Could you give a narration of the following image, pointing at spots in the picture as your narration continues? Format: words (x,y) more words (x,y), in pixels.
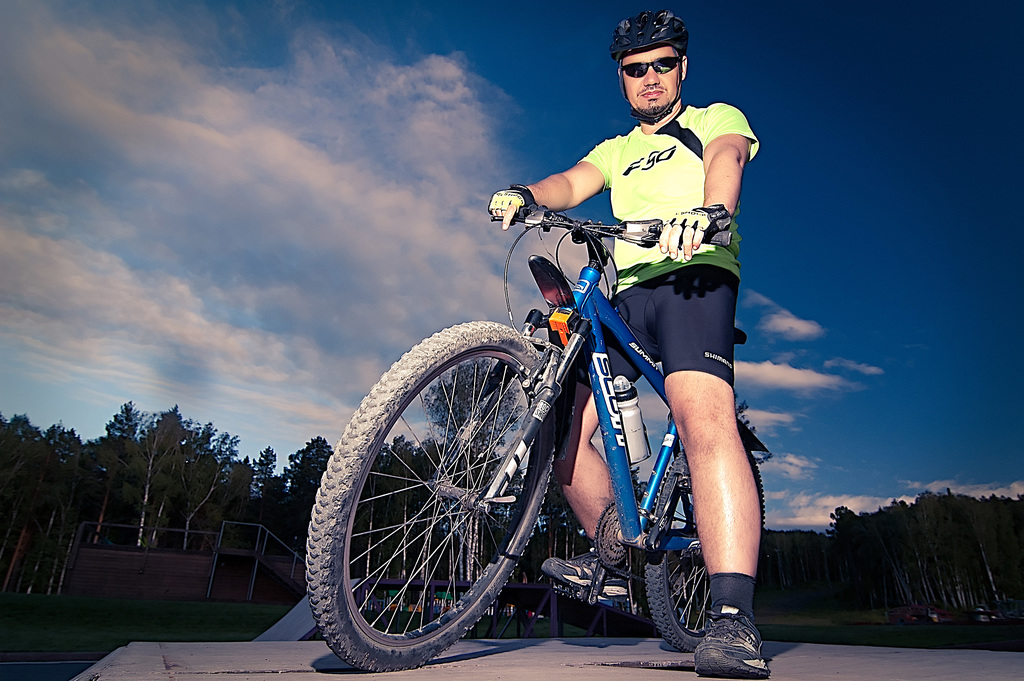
In this picture we can see a man (628,154) wore goggle (672,70), helmet (625,45) and green color T-Shirt (656,203) standing holding a bicycle (597,279) with his hand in the background (174,454) we can see trees (216,490), fence (111,564) and above this we have a sky (243,120) with clouds (198,269).
